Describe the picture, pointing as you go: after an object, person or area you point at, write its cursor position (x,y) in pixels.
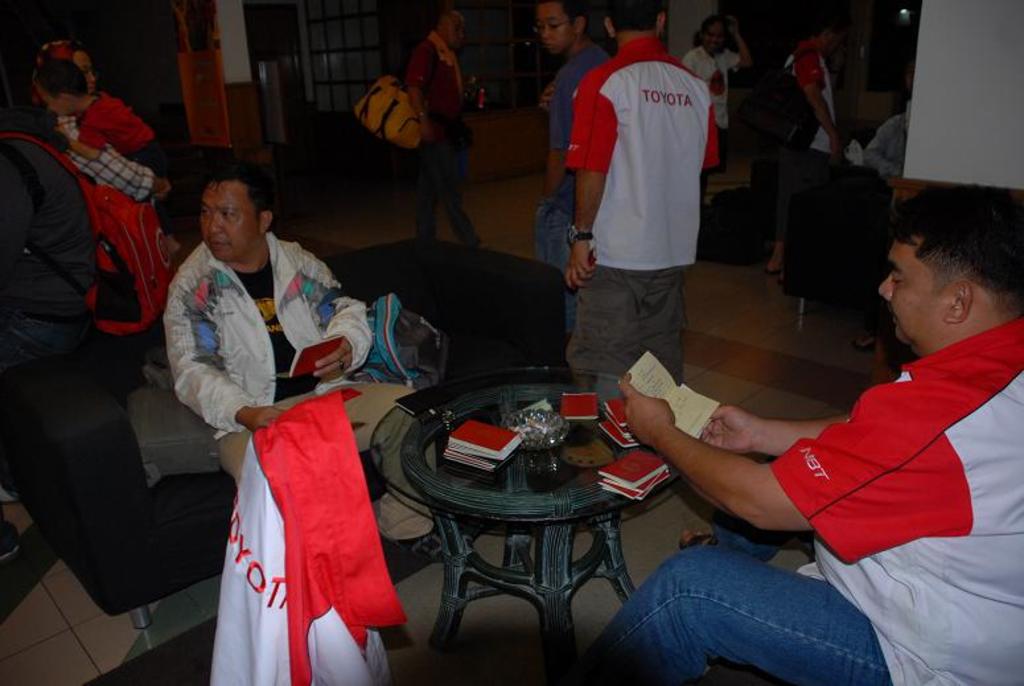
In this picture we can see some group of people (639,43) where some are sitting on sofa (445,327) and some are walking and some are standing and in front of them there is table (479,401) and on table (624,450) we can see books (633,466), bowl (548,432), mobile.
